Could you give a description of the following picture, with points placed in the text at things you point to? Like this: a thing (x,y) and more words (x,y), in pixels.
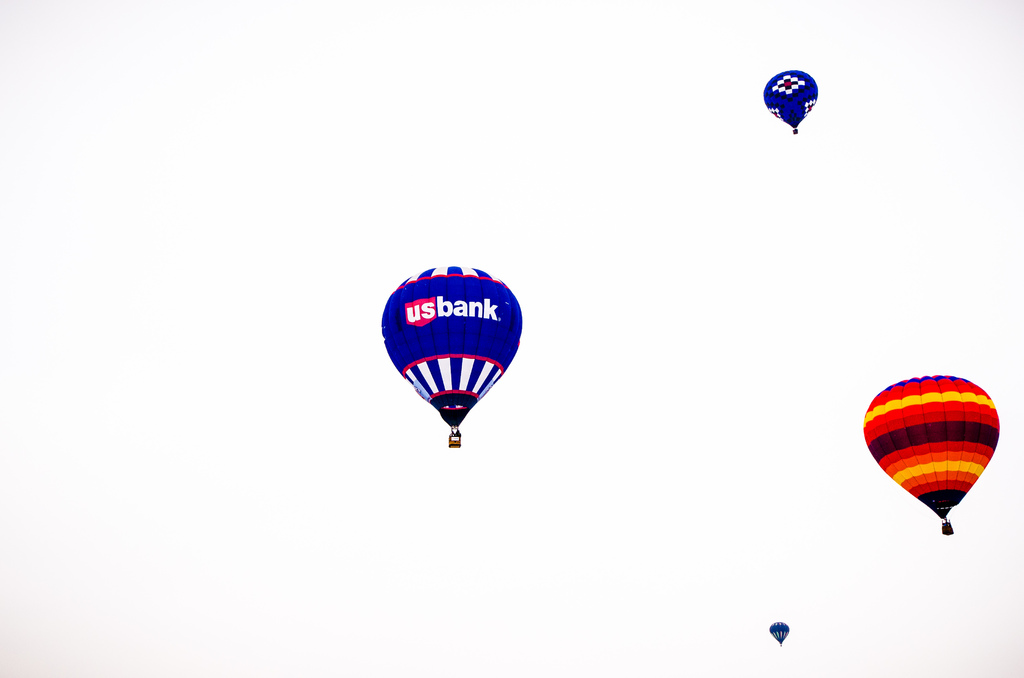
In this image there are gas balloons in the middle of the air (529,403).
